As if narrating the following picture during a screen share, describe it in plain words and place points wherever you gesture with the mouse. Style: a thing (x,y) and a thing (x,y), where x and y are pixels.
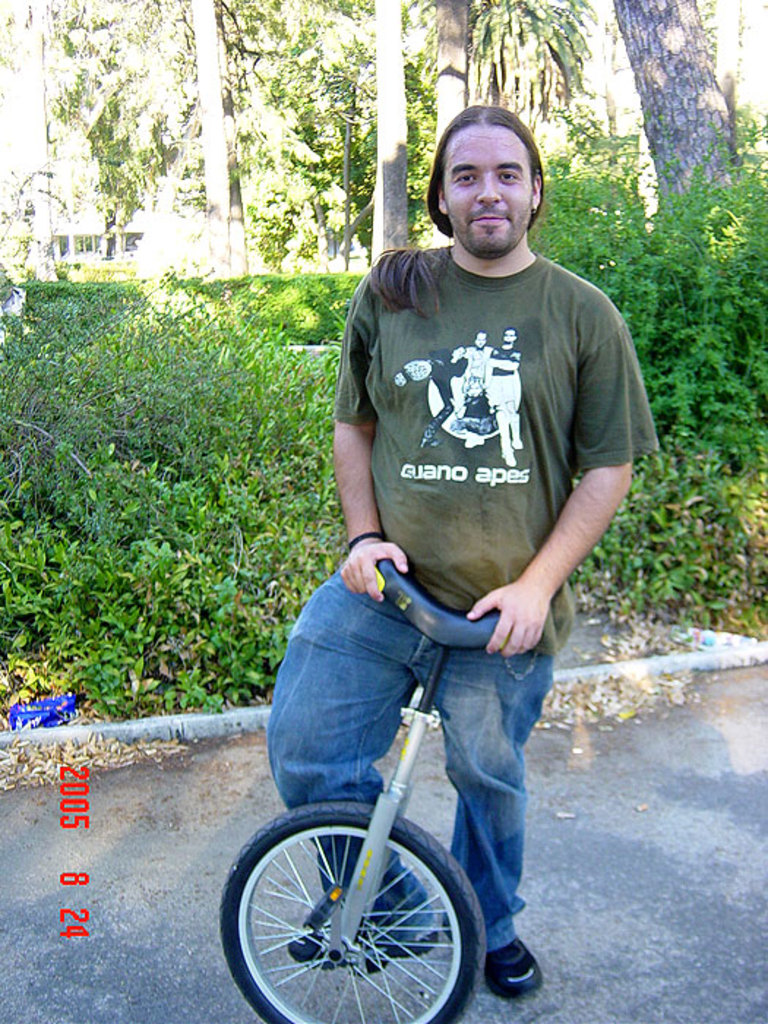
In the image there is a man (435,438) standing by holding a cycle (417,710) and behind him there are plants (171,389) and trees (254,54).
